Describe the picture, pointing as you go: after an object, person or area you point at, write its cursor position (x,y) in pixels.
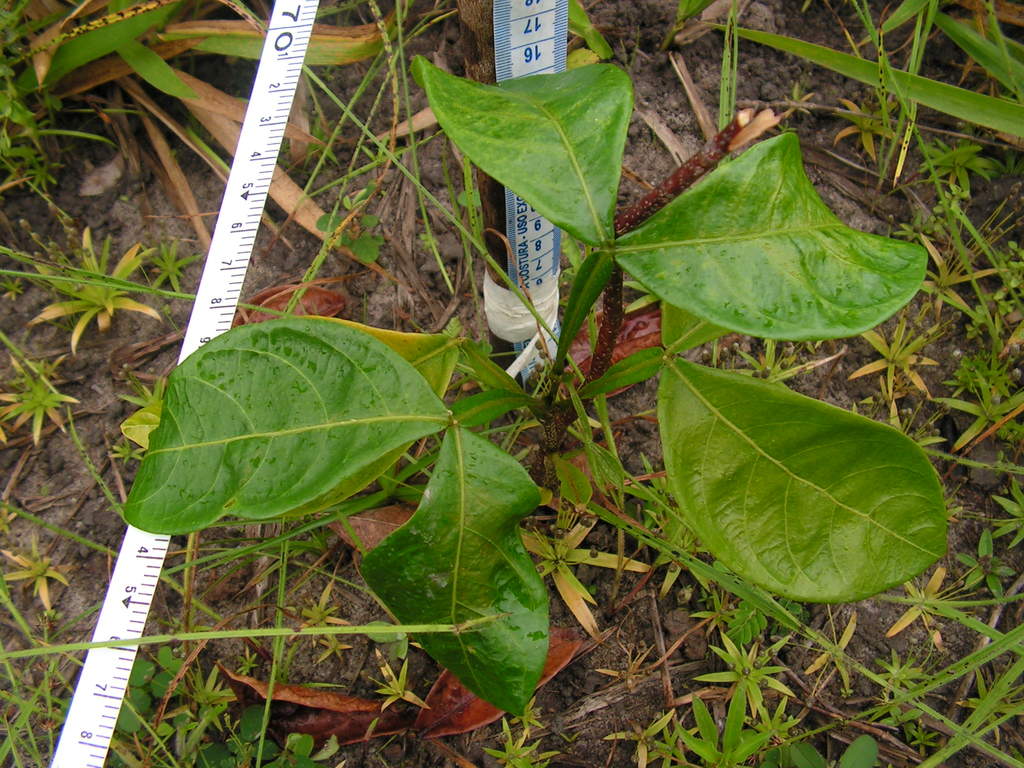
On the left side (249,230), there is a white color tape (253,163). Beside this tape (94,715), there is a plant (200,507). Beside this plant (417,404), there is a tape (552,343) attached to the wooden stick (476,61). In the background (477,314), there is grass (153,143) on the ground (189,724).
